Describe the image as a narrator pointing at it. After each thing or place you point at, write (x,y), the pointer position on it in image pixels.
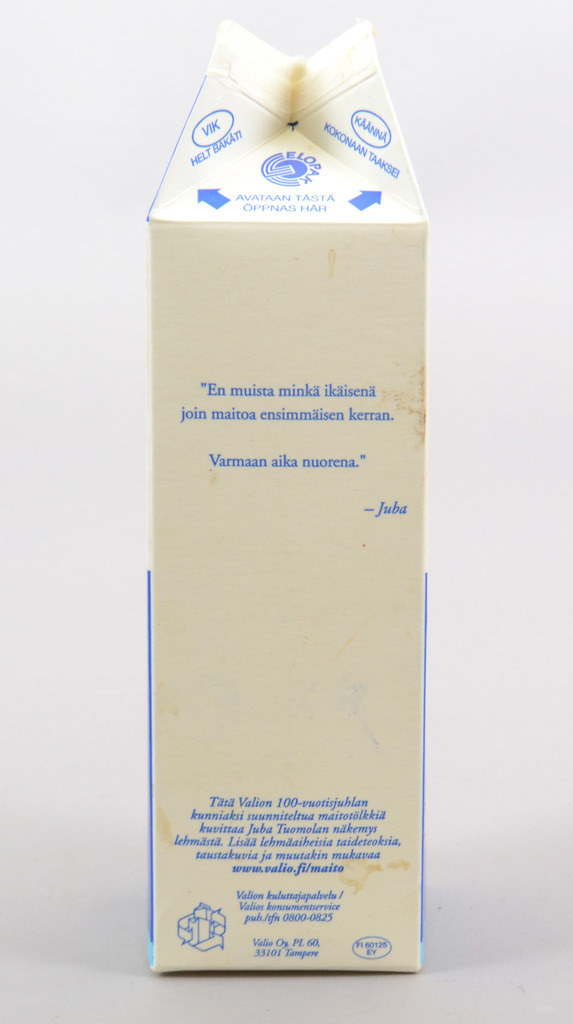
In the center of the image (243,386) there is a carton (225,766).
